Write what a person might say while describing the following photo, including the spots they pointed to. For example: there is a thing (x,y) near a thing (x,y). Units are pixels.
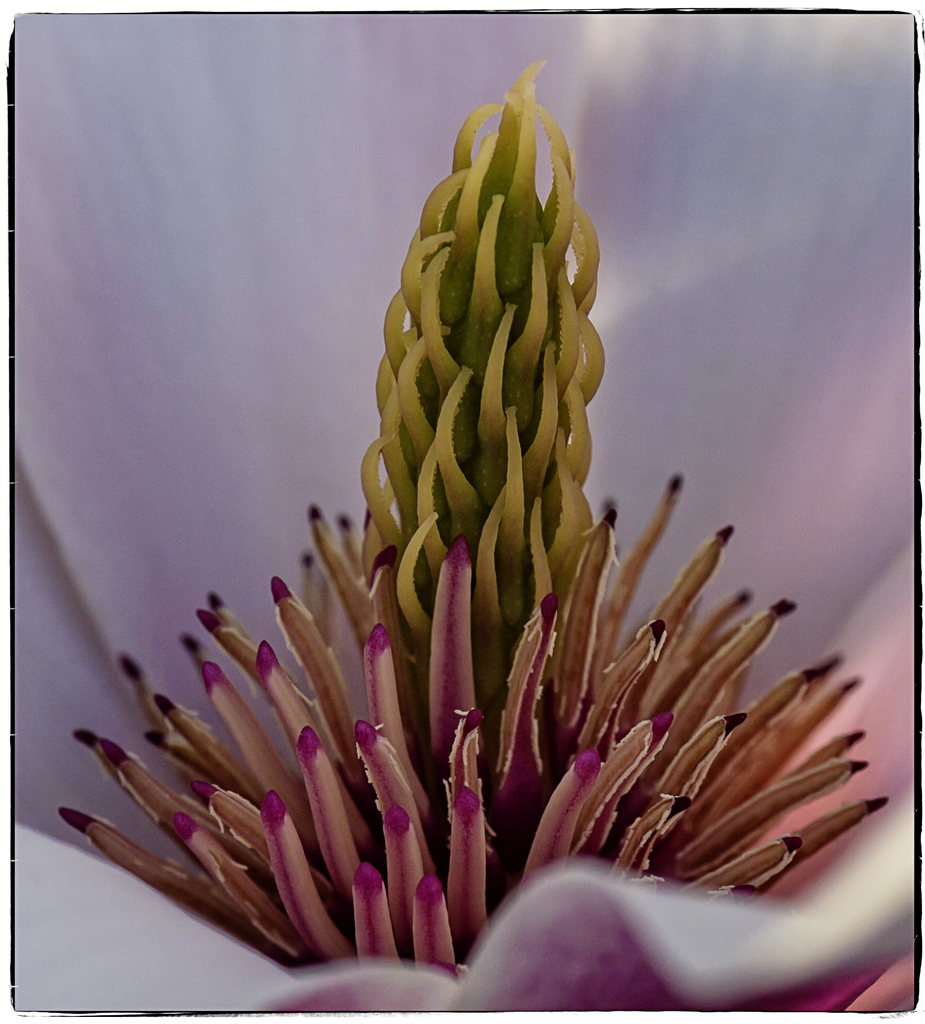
In this image we can see the inside view of the flower (418,610), where there are pollen grains (540,650) and stigma (455,525) in the middle (451,647).
